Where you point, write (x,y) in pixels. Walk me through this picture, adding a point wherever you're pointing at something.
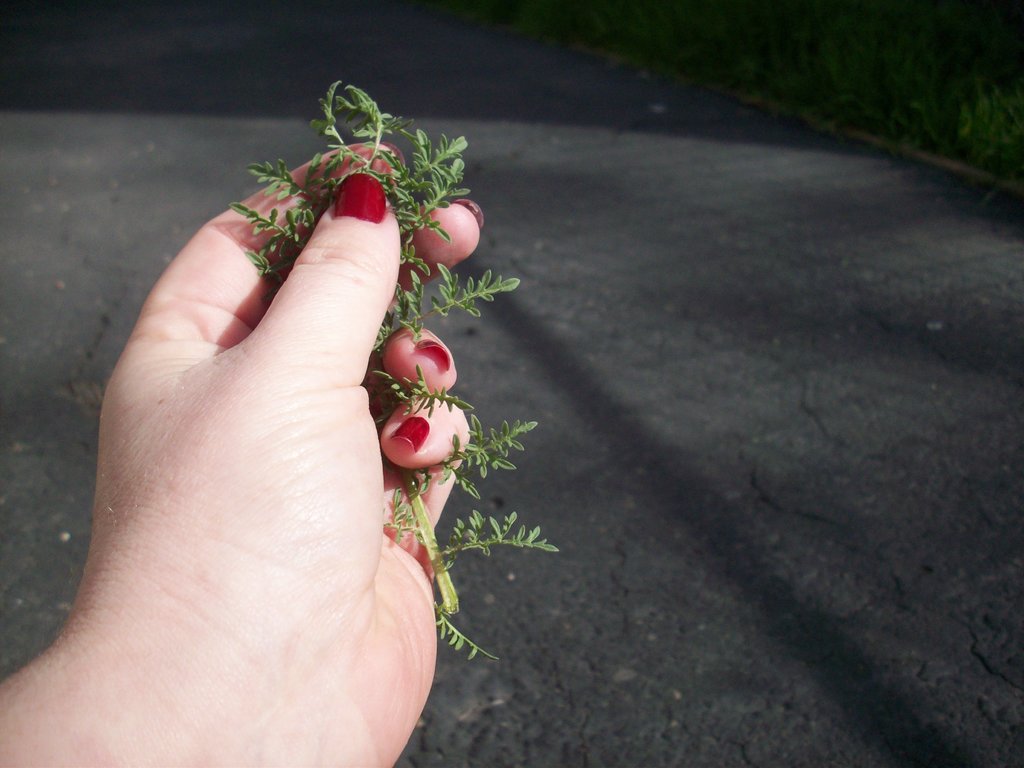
We can see plant (419,171) hold with hand (199,413) and we can see road (873,173). In the background (558,25) we can see grass (876,45).
